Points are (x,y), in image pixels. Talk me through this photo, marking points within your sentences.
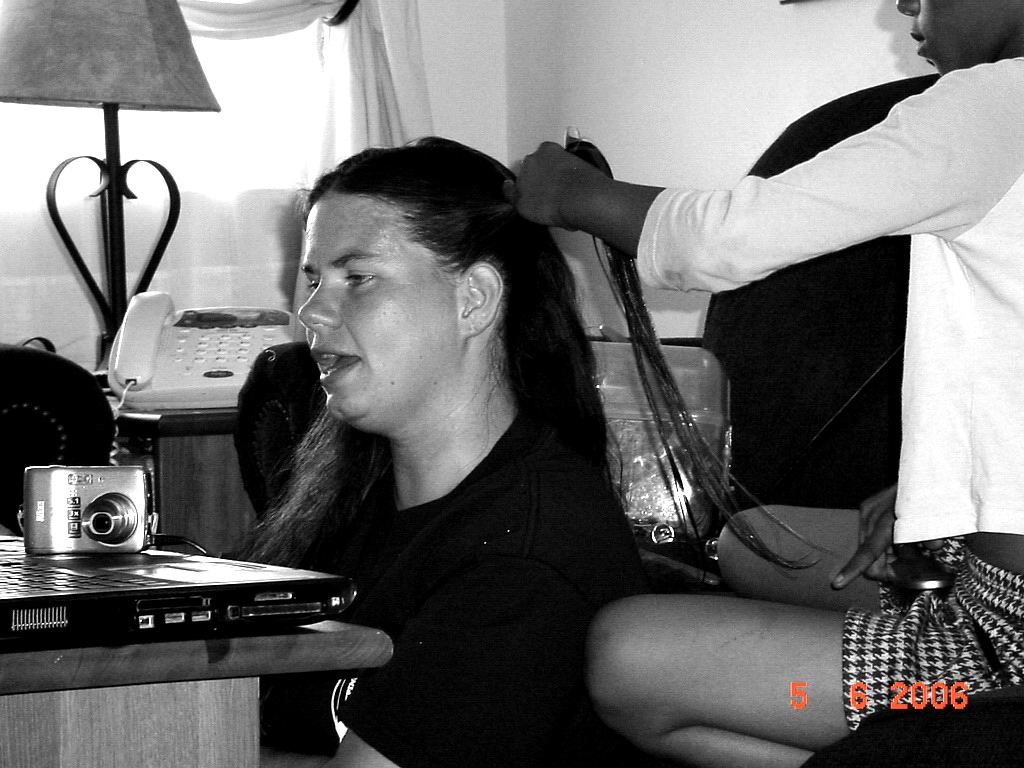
In this picture I can observe two members (479,724). In the middle of the picture (412,361) there is a woman (417,453). On the left side (105,503) I can observe a camera (67,506) and laptop (99,599) placed on the table (88,689). I can observe a telephone (165,354) on the table (170,492). In the background (459,110) there is a wall (517,60). This is a black and white image.
